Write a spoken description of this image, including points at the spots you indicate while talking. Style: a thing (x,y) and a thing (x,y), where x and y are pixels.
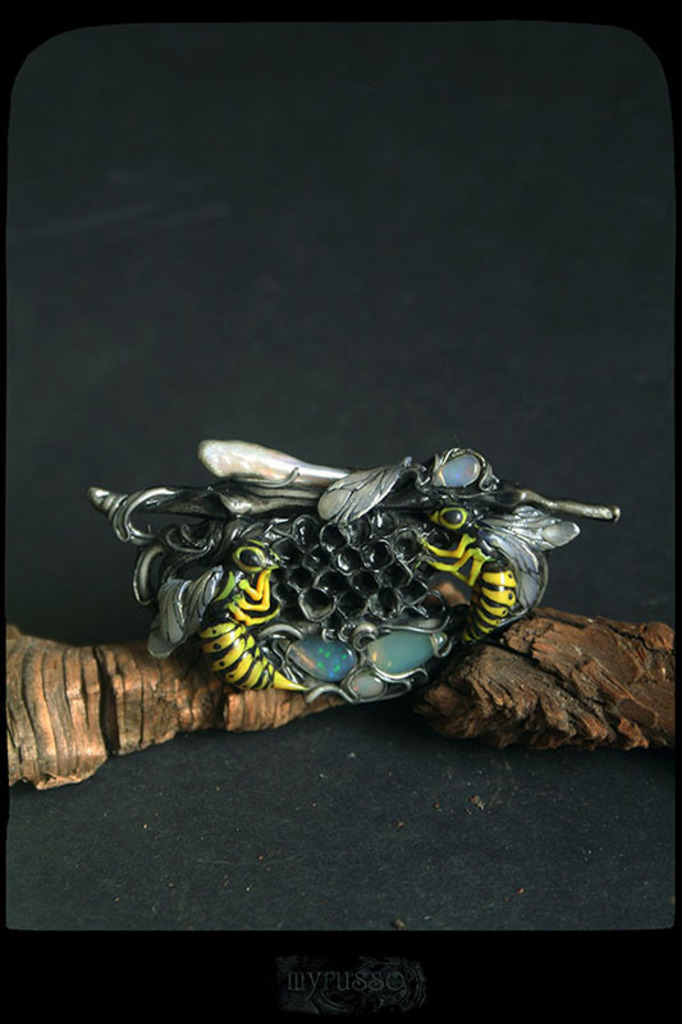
The picture consists of a jewelry piece (500,570), on the jewelry piece (498,581) there is a design (250,601) of wasps (259,591). The jewelry piece (294,524) is placed on wood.
